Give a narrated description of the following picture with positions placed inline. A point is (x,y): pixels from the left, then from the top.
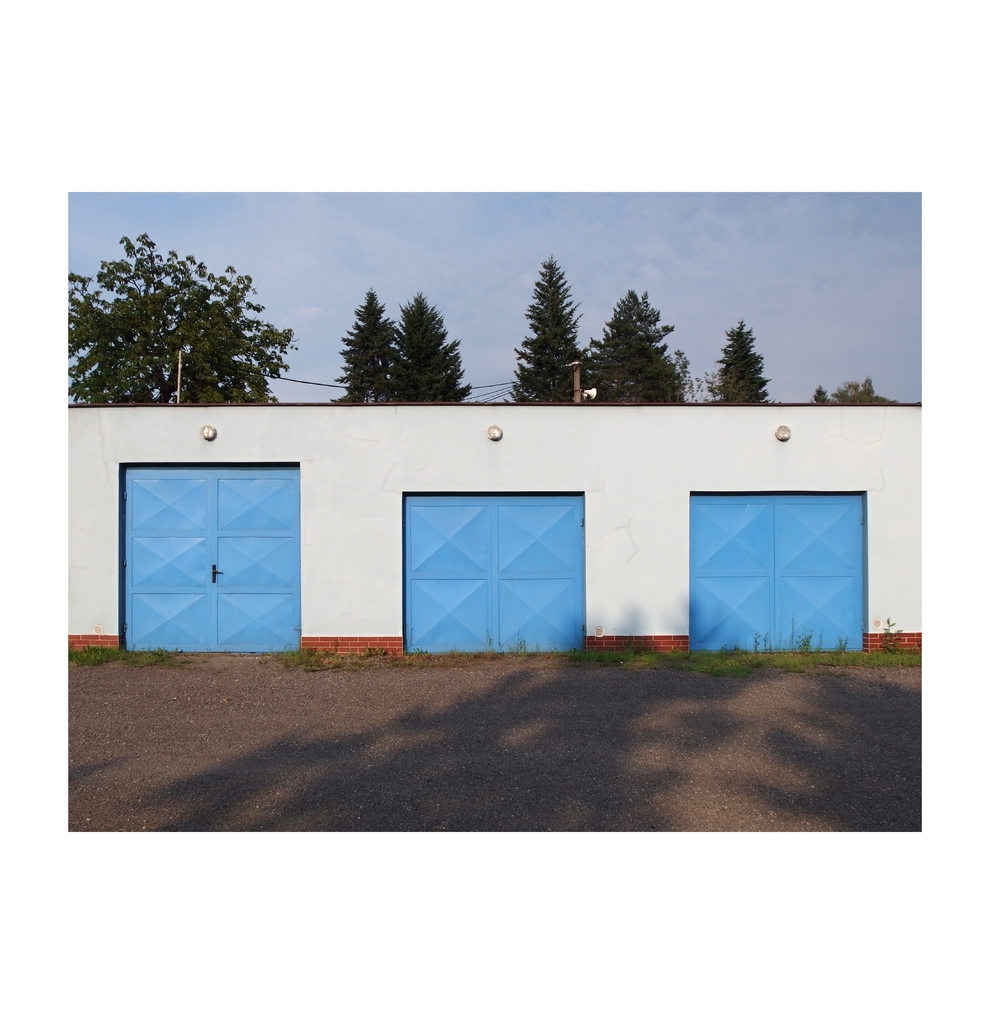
This image consists of three doors (154,635) in blue color. It looks like a shed (615,513). And we can see three lamps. In the background (546,367), there are trees (214,378). At the top (491,228), there is sky (412,257). At the bottom (321,727), there is a road (140,820).
